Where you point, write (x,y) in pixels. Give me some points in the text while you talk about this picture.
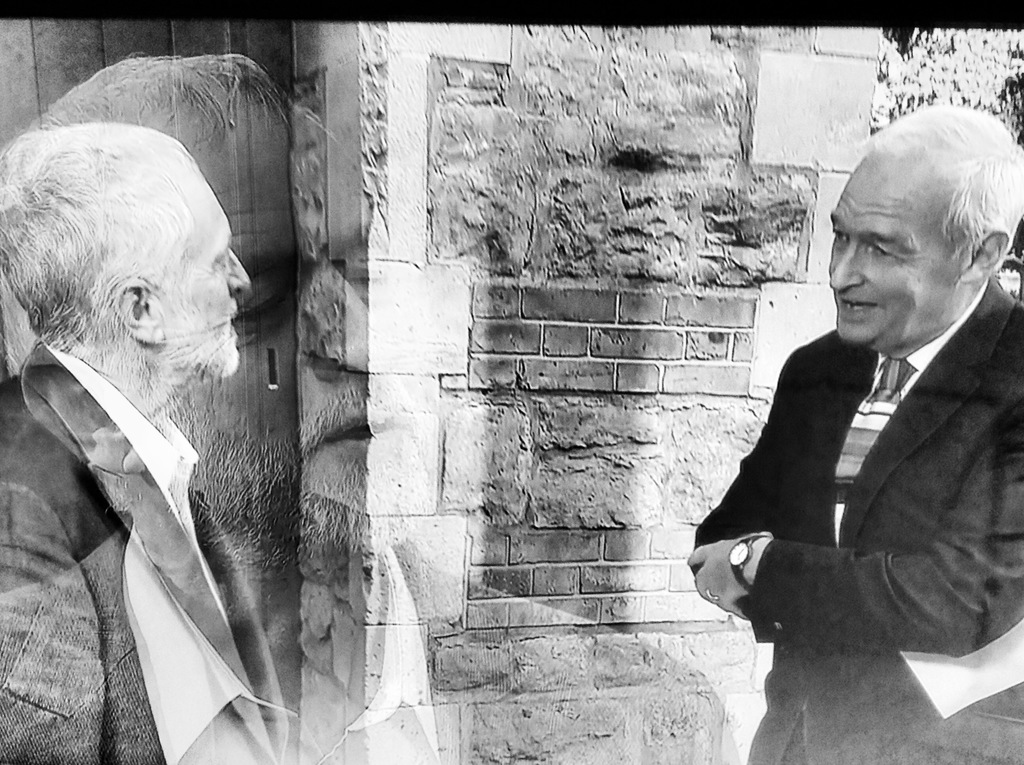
This is an edited image. In this image we can see men (189,325) standing and there is a wall (365,204) in the background (339,469).
